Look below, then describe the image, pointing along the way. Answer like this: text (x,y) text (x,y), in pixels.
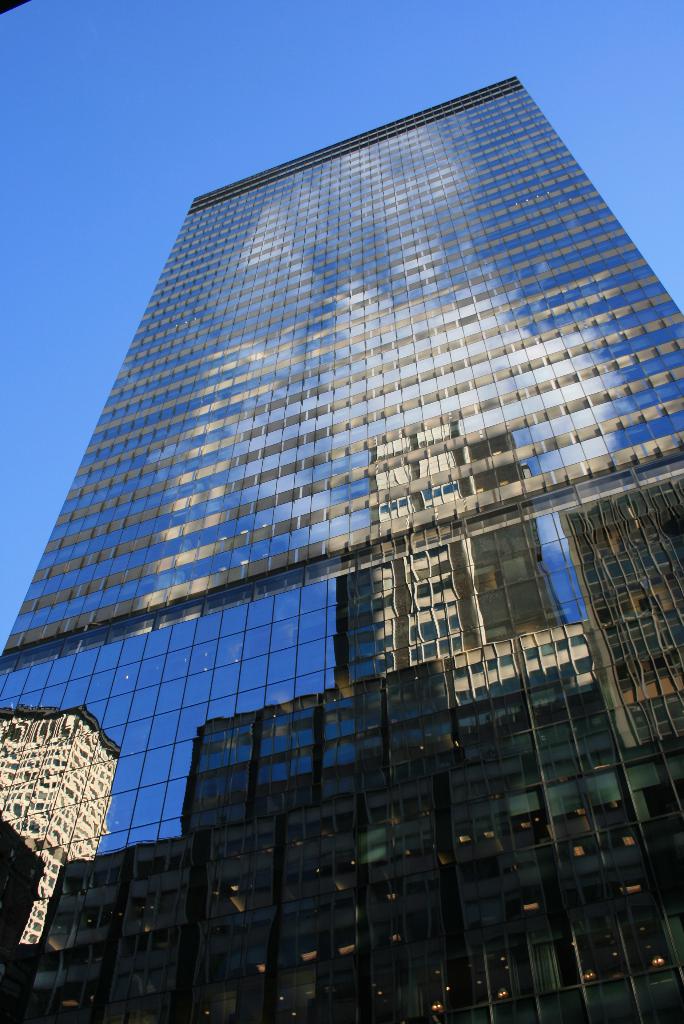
In this picture we can see a building (454,744), there is the sky (123,90) at the top of the picture (124,100), we can see glasses (256,615) of this building (247,340), there is a reflection (364,783) of another building (428,775) on these glasses (448,719).
